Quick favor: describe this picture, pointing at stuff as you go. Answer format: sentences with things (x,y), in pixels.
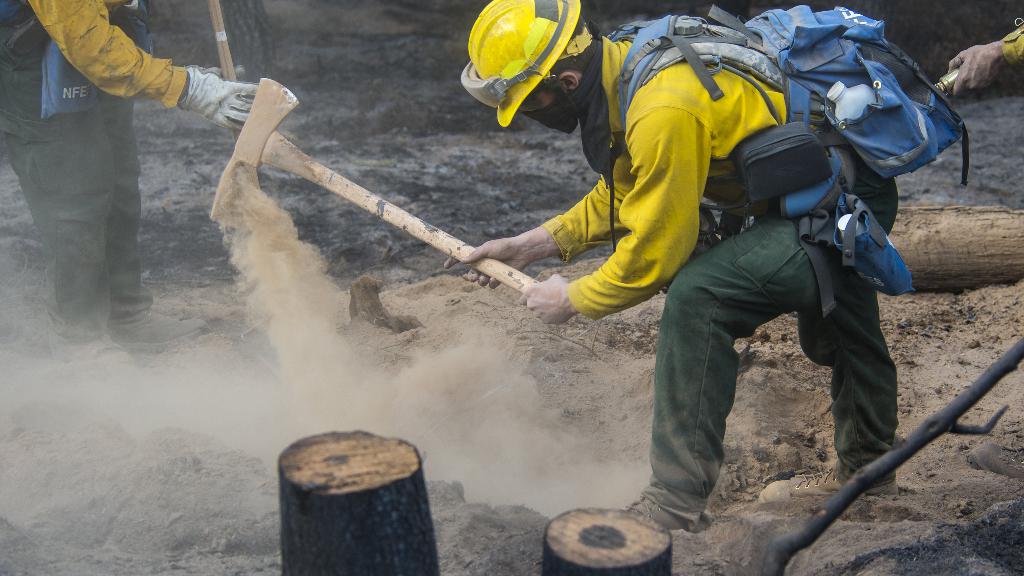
This image is taken outdoors. At the bottom of the image (140,540) there is a ground (919,526) and there are two barks (566,547) of a tree (579,551). On the right side of the image (997,52) there is a person (983,60) holding an object (953,71) in the hand (976,66) and there is a bark (967,239) on the ground (947,329). A man (715,156) is standing and he is holding a tool (348,193) in his hand (548,314). He has worn a backpack (737,75) and helmet (531,44). On the left side of the image (112,135) a man (94,129) is standing and he is holding an object (233,69) in his hands (233,87).
